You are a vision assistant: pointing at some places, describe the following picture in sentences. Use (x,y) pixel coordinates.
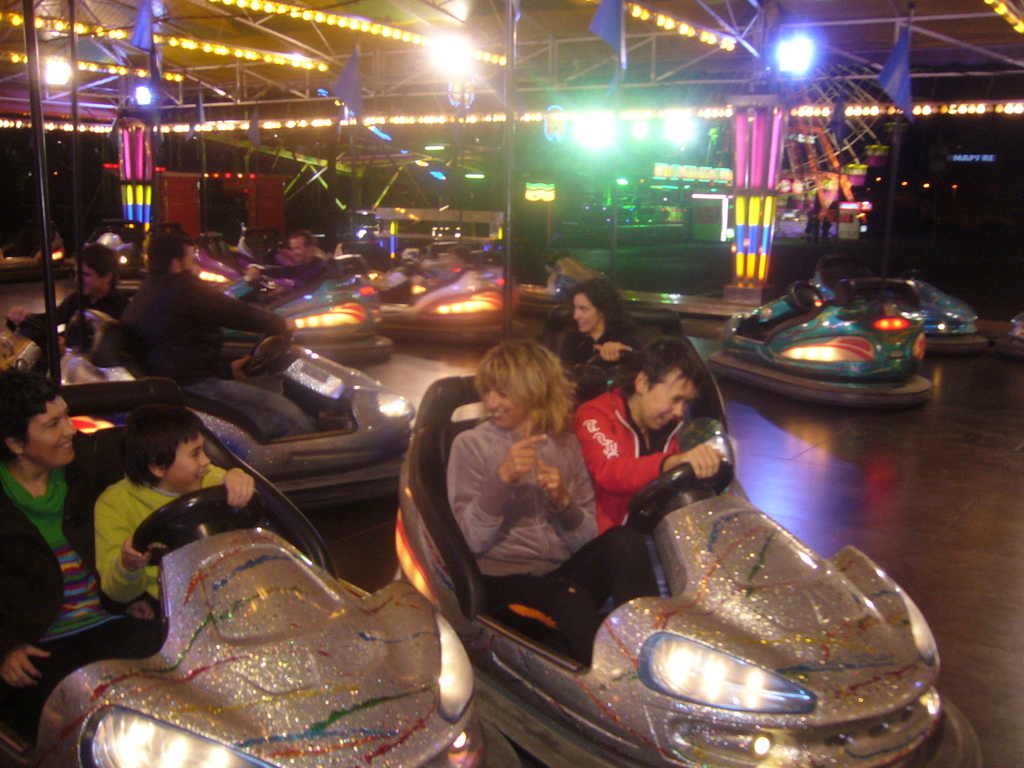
In this image there are bumper cars (436,414), there are persons (513,486) sitting in the bumper cars (490,677), there is floor (910,505) towards the right of the image (961,495), there are poles (146,159), there are lights (791,111), there are flags (903,47) towards the top of the image (888,85), there is roof (627,75) towards the top of the image (567,46).
